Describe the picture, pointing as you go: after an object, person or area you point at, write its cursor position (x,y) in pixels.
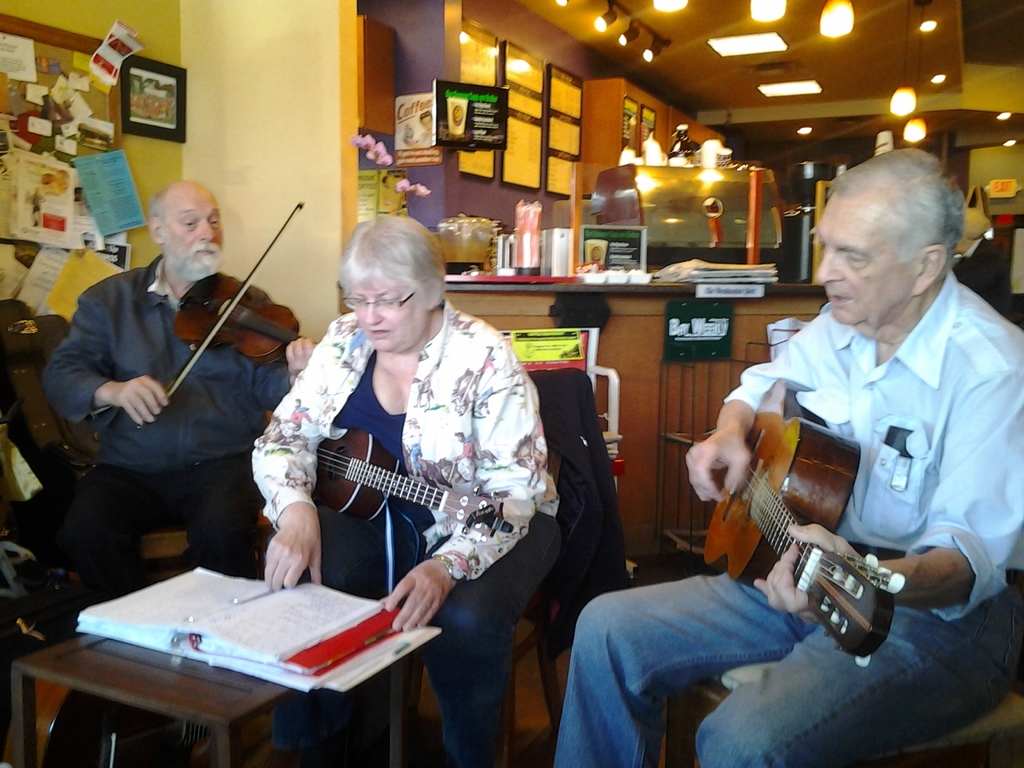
In this picture, two men (873,263) are sitting on chair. Man (134,322) on the left corner of the picture (214,362) is holding violin (271,302) in his hand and playing it. Beside him, women (400,414) in white jacket (456,454) is holding guitar (348,452) and in front of her, we see a table (249,697) on which book (241,600) and pen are placed. Beside her, man (855,386) in blue shirt (933,353) is playing guitar (808,470). Behind him, we see table (610,289) on which paper (670,273), bowl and board (599,241) are placed. On top of the picture (788,83), we see the ceiling (845,47) of that room (845,47).
